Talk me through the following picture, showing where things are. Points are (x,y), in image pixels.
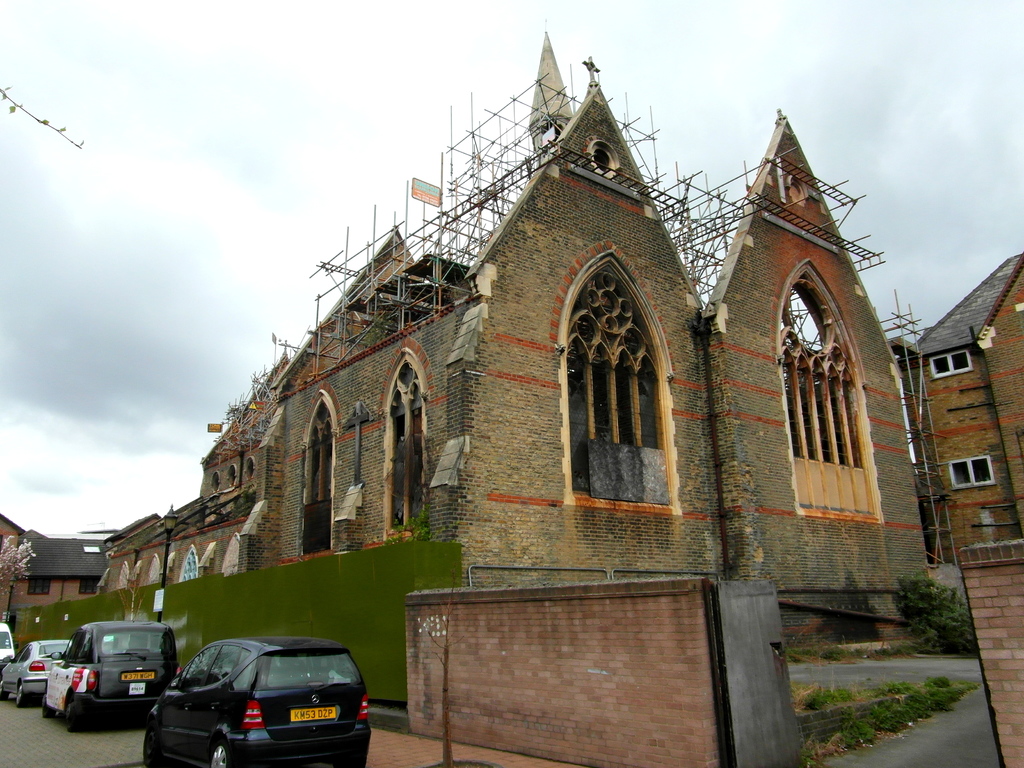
In this image in the center (542,490) there is one church (599,371) and also we could see some buildings (980,460), at the bottom (120,661) there are some vehicles (230,690) and pole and at the top of the image (506,54) there is sky (233,97).
